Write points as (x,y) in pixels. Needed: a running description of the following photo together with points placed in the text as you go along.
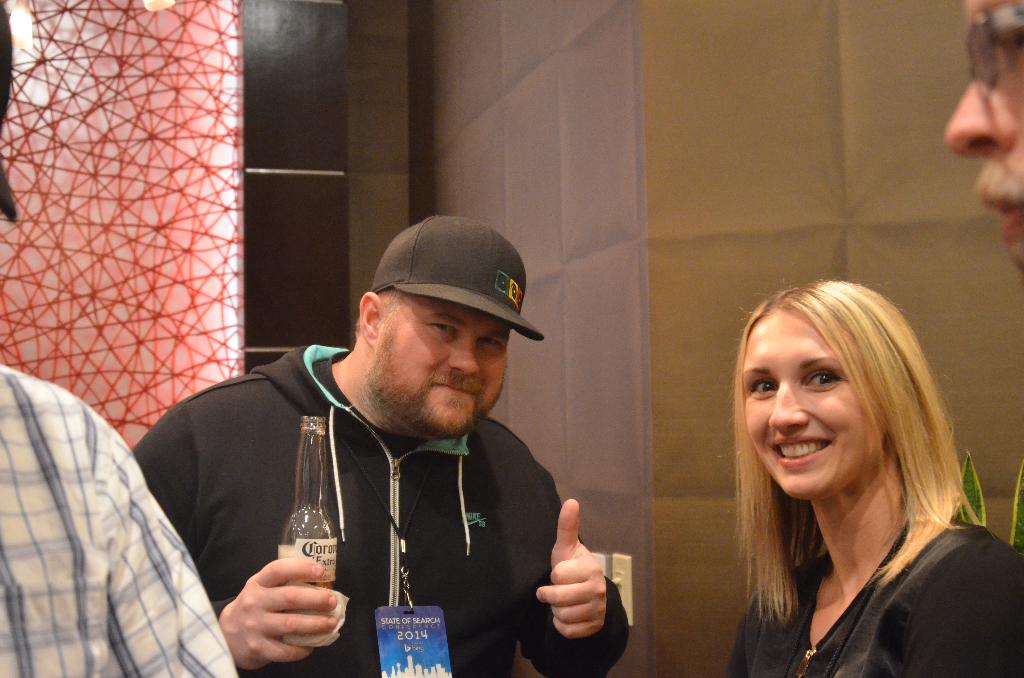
In this image we can see a few people (459,429), one of them is holding a bottle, there is a house plant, a board (148,13), and the wall (226,145).
